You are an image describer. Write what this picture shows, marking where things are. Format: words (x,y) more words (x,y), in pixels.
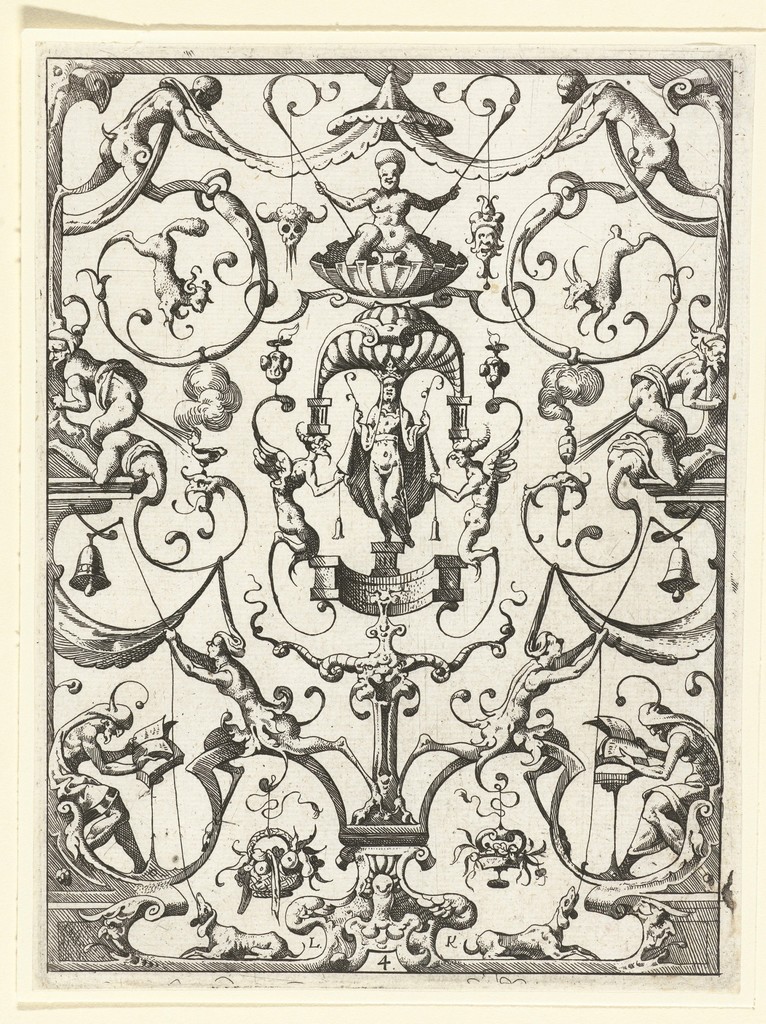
In the image it seems like there are different pictures (384,414) on a paper (450,892).
